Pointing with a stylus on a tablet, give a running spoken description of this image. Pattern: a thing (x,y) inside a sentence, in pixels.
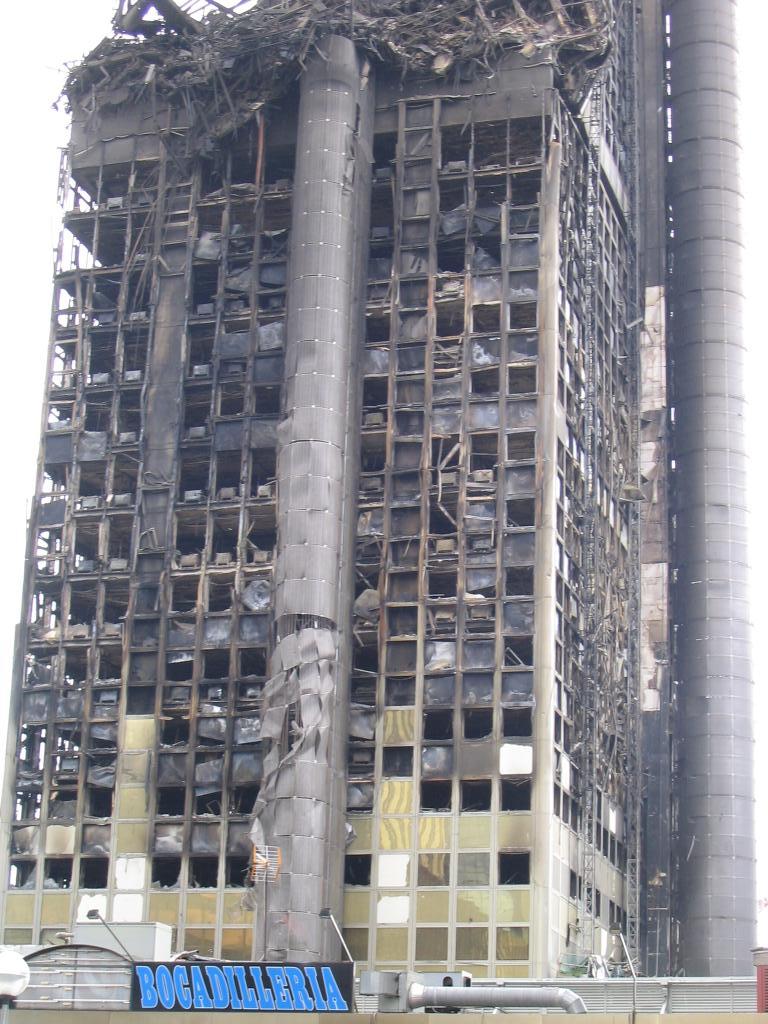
This picture is taken from the outside of the building (469,450). In this image, in the middle (323,631), we can see a building (564,445), window (568,391). At the top (102,17), we can see a sky (96,33), at the bottom (193,1007), we can see some text (209,978). On the right side (733,234), we can see a pipe (746,472).
